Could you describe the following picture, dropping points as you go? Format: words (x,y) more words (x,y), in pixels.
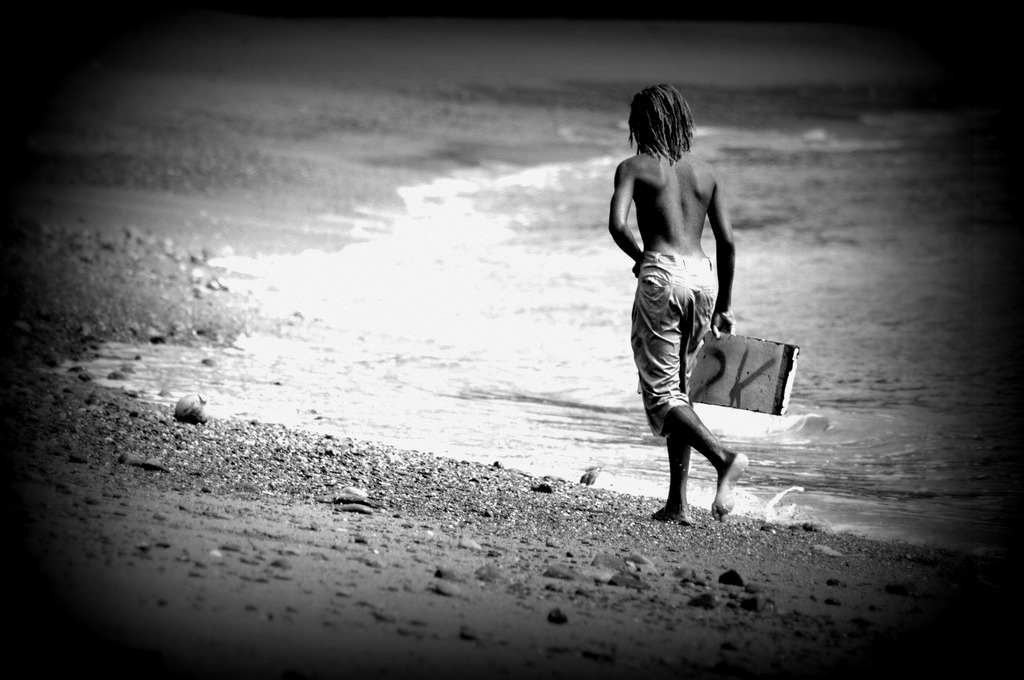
This is the black and white picture of a person (692,308) walking on the side of beach (156,253) without shirt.
